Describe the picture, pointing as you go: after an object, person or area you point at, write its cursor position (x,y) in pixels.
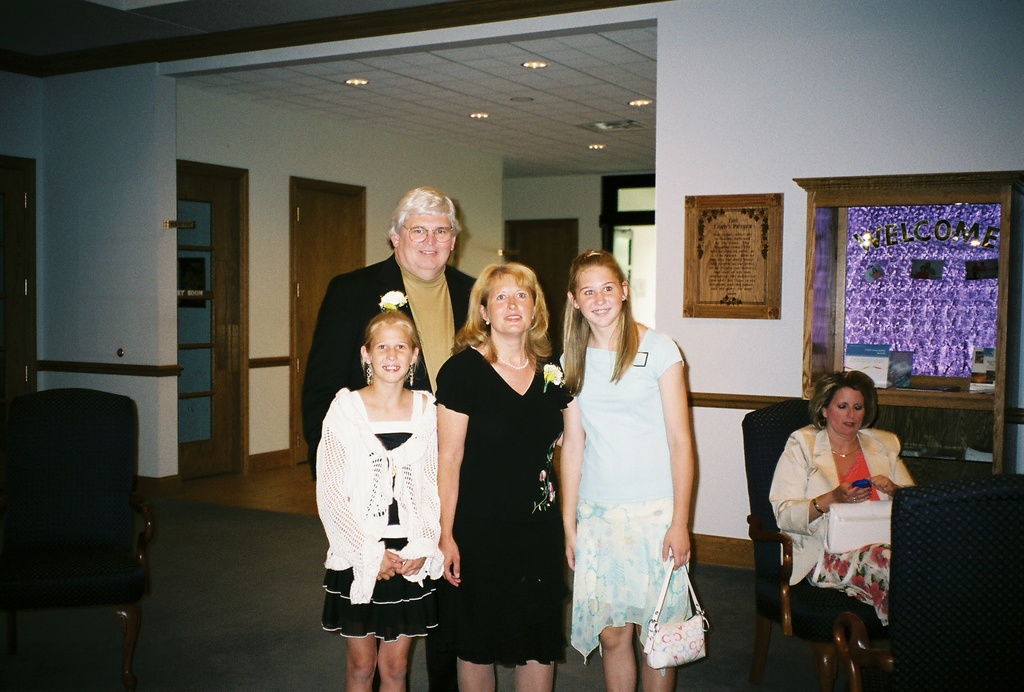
In this picture there are people (371,391) in the center of the image (491,330) and there is a lady (817,539) on the sofa (790,412), on the right side of the image (848,419) and there is a sofa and doors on the left side of the image (14,344), there is a welcome board (945,221) on the right side of the image (967,332).
